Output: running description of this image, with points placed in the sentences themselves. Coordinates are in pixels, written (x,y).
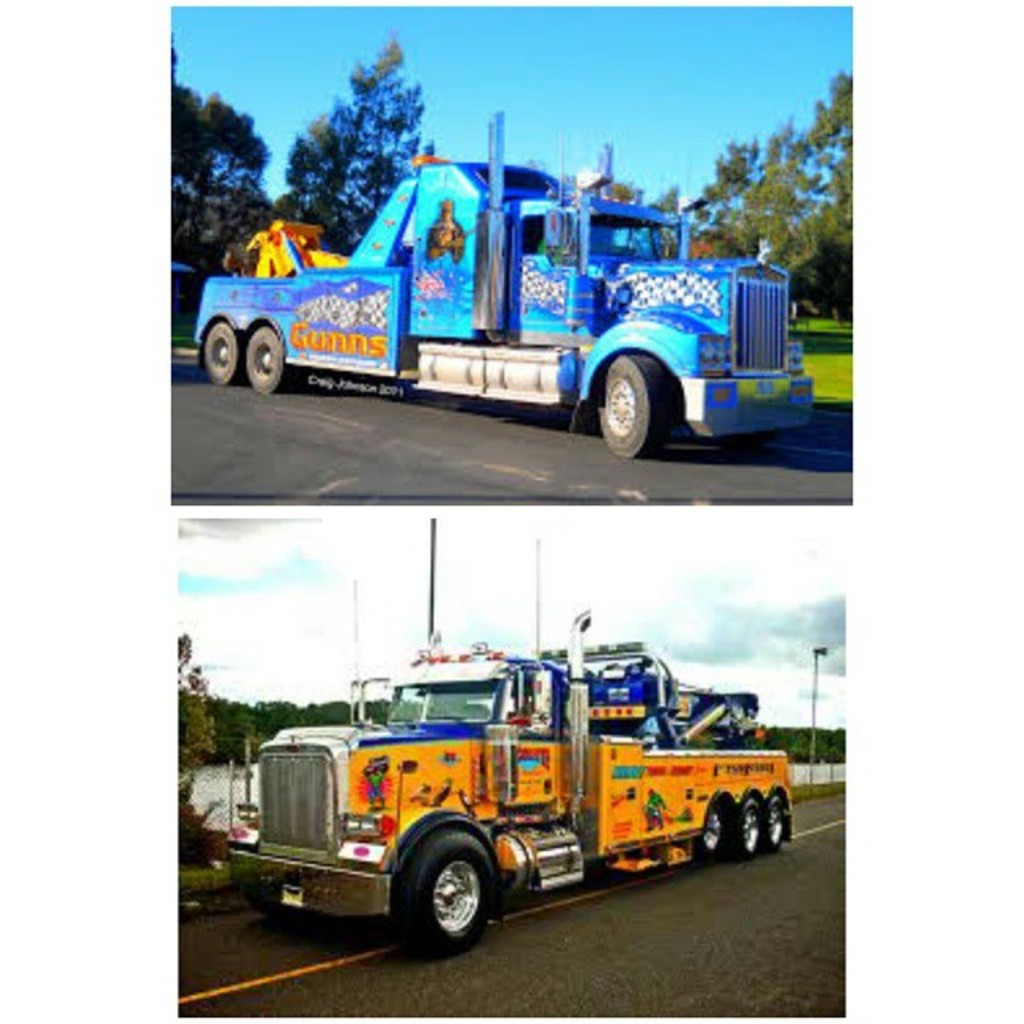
This is an collage image, where there are two vehicles (622,851) in blue and yellowish orange color on the roads (624,461), and in the background (348,191) there are trees (366,147), sky (565,98).
